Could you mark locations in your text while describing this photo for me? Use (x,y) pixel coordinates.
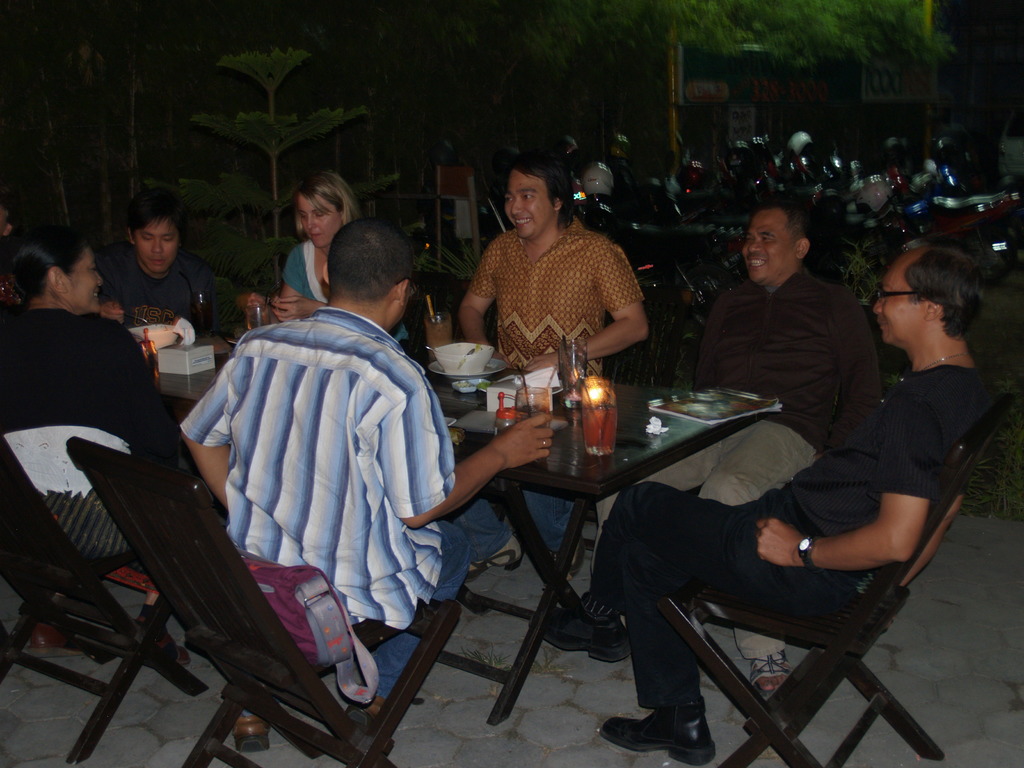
In this image there are group of people (603,573) sitting on chairs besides a table (632,444). On table (643,418) some glasses (587,394), some bowls (481,364) and some food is placed. To the right corner (855,431) there is a person (903,419) and he is wearing a black t shirt (870,416), black trousers (697,551) and black shoes (660,722). The person (438,419) in the center (358,400) he is wearing a blue shirt (340,462) and there is a bag (301,580) behind him. In the background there are trees (439,36) and vehicles (856,176).
